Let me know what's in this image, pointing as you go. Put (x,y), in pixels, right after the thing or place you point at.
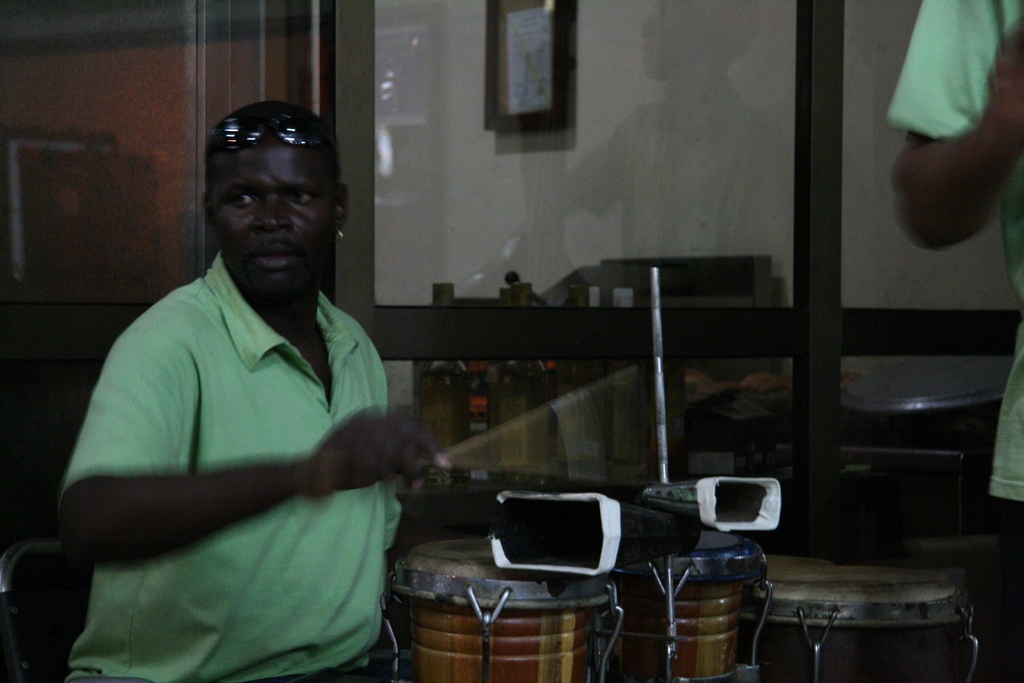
This is the picture of a guy (268,366) in green shirt (314,533) is in front of the drums (492,625).
